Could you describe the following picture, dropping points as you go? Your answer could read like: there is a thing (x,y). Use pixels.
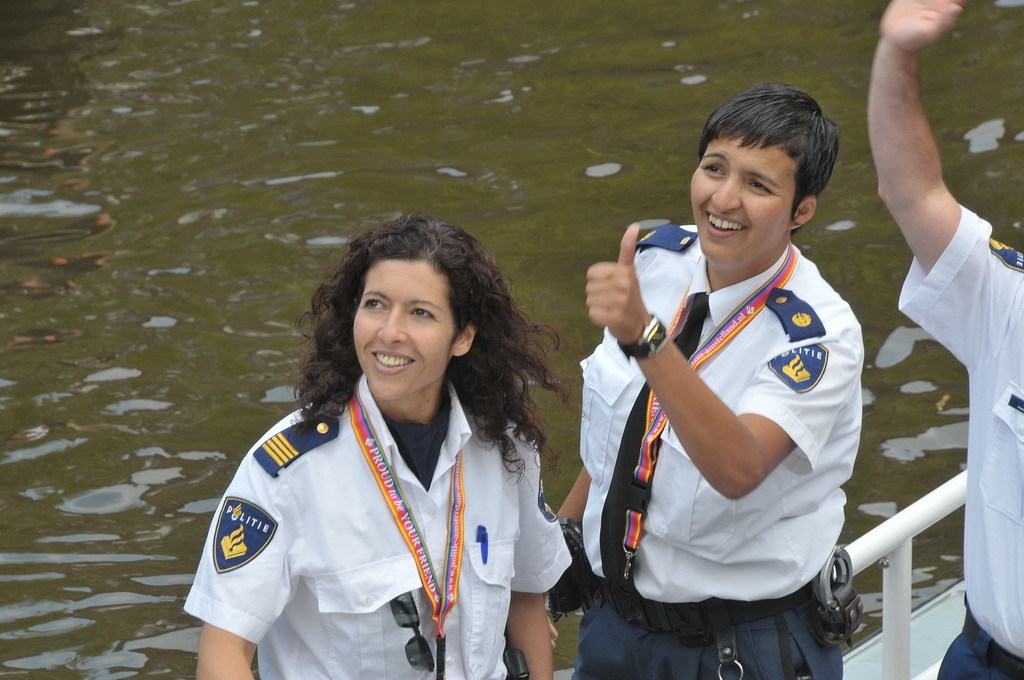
In this picture I can see a boat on the water (533,228), and there are three persons (613,382) standing on the boat (894,607).
